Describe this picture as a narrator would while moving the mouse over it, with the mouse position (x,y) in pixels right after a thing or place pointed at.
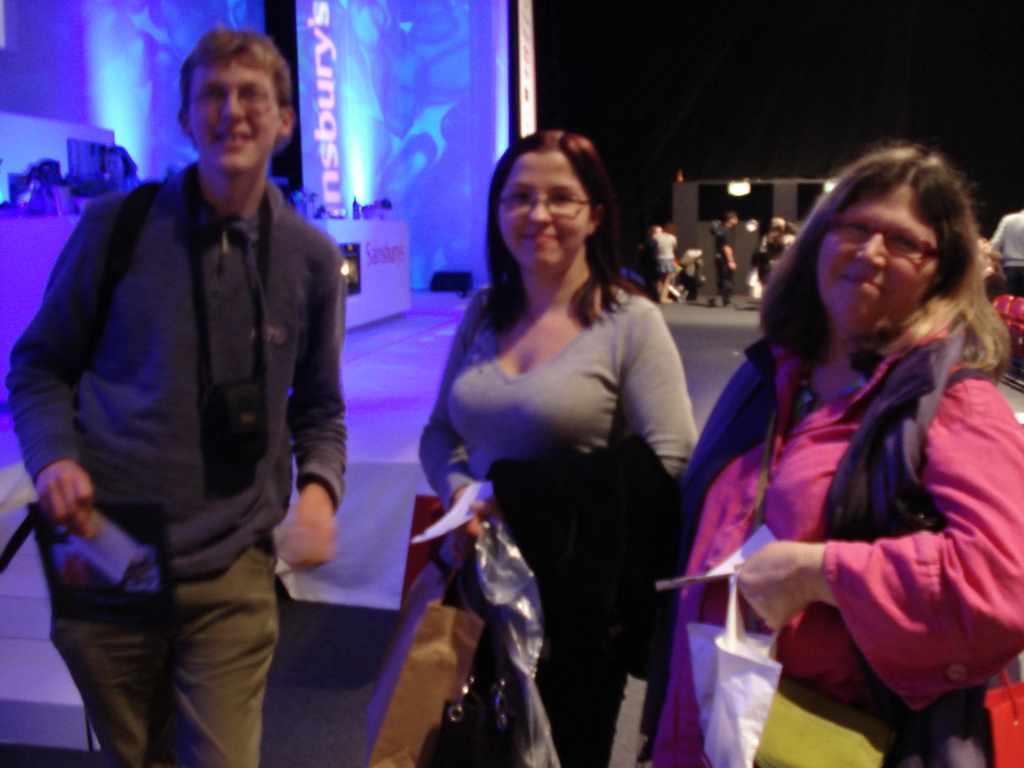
In this image there are two women (497,438) on the right side (758,599) and a man (239,336) on the left side (187,416). They are holding the covers (406,657). In the background (362,435) there is a stage (362,435) on which there are hoarding (105,75) and tables (355,230). On the tables (391,243) there are bottles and desktops (84,174). This image is taken during the night time. In the background (736,322) there are few other people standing on the floor (692,344).
